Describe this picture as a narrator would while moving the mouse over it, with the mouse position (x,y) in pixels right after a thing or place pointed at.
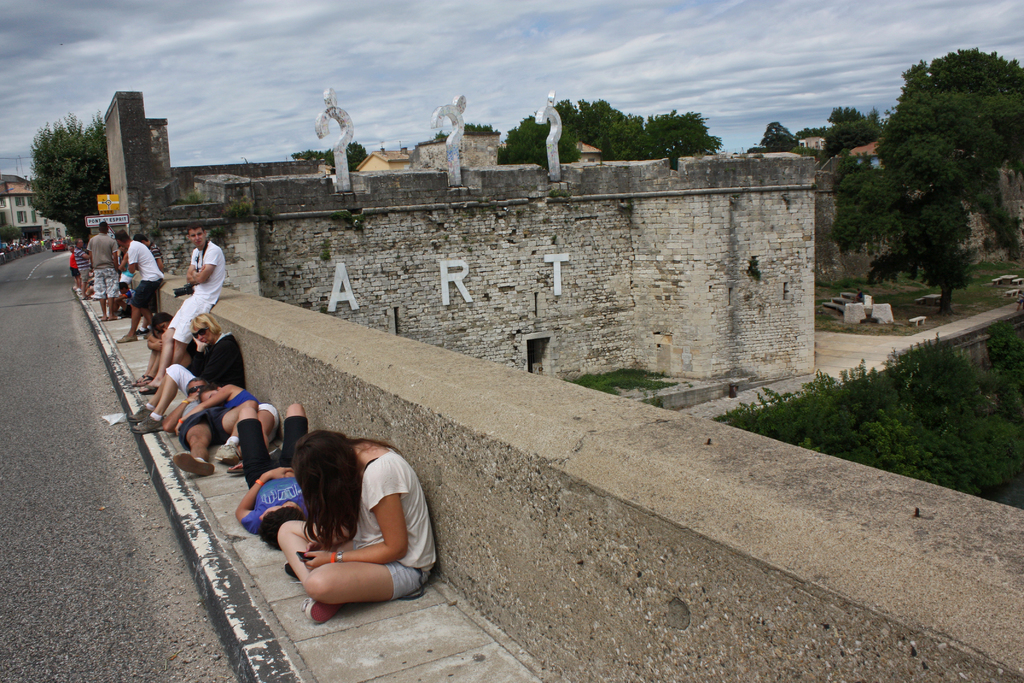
In this image there are few people (169,349) sitting on the footpath (247,548). On the right side (789,218) there is a wall (512,289) on which there is some art (337,274). On the right side (904,433) bottom there are trees (915,401) and plants (900,401). Beside the footpath (399,620) there is a wall (451,362). At the top (289,34) there is the sky (300,49). On the left side (32,322) there is a road (32,384). On the road (29,371) there are cars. Beside the road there are buildings (11,200).
